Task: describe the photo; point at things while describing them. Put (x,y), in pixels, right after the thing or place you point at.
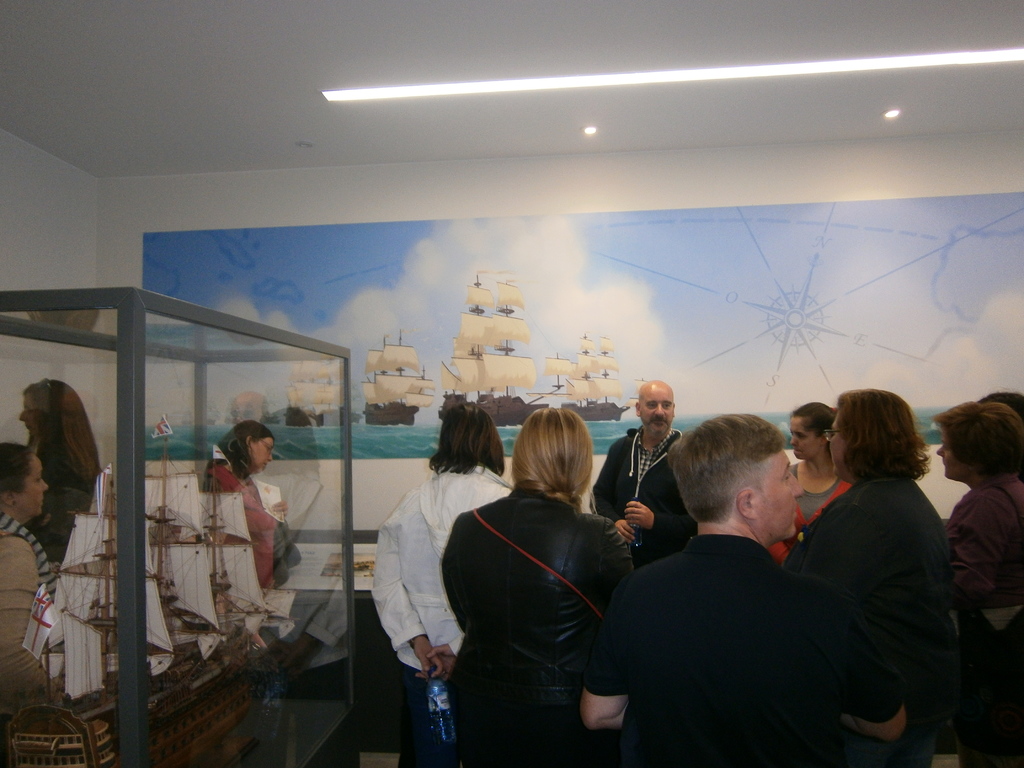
In this image I can see number of persons (690,603) wearing black colored dresses (728,603) are standing and I can see a glass box (133,426) in which I can see the miniature (173,596) of the ship (95,575). In the background (55,229) I can see the white colored wall (75,248), a huge banner (200,266) attached to the wall (352,334) in which I can see few ships (313,411) on the surface (433,425) of the water (365,453) and the sky (278,410). To the top of the image (257,115) I can see the ceiling (203,68) and few lights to the ceiling (561,94).
